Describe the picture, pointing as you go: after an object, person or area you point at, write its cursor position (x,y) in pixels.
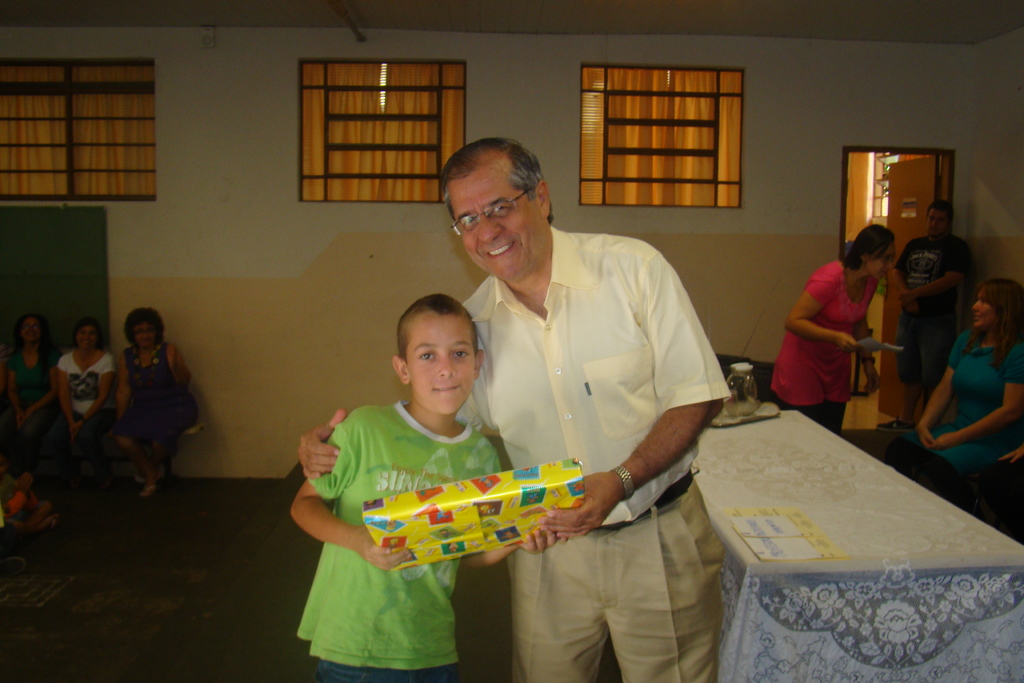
In this image, there are a few people (597,347). We can see the ground (204,547) and a table (842,533) covered with a cloth (745,614) with some objects (750,545). We can see the wall (219,155) with windows (439,109) and a door (911,148). We can also see the board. We can see the roof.
